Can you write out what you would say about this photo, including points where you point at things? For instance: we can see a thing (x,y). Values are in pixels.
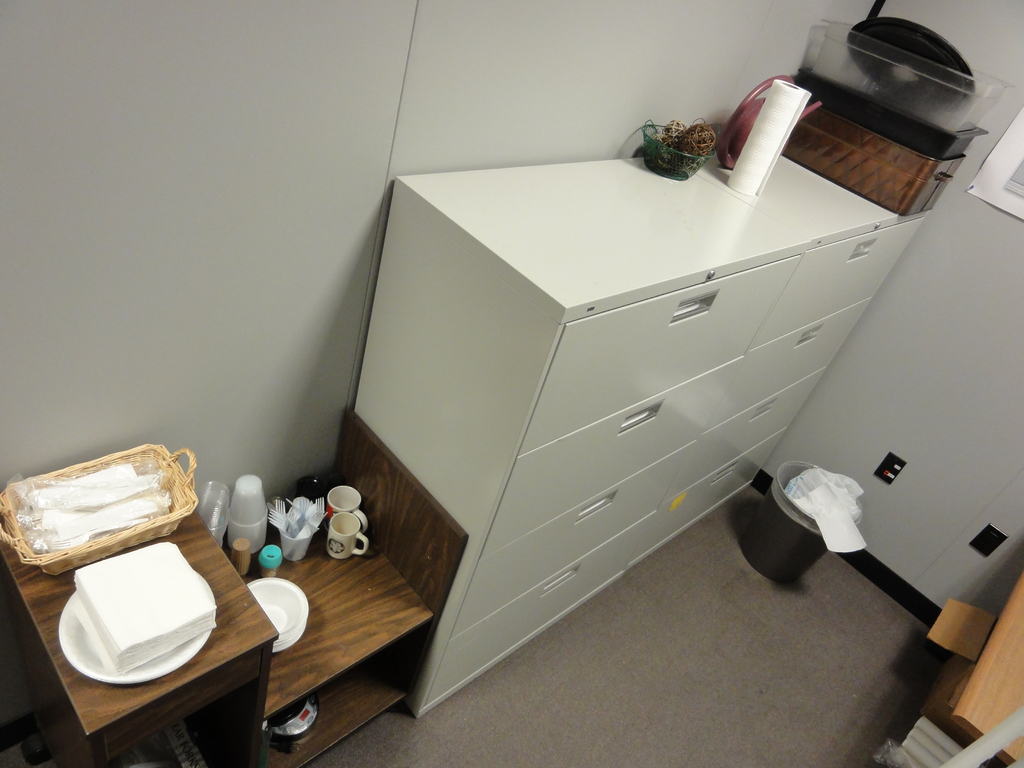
In the middle (453,327) there is a cabinet (668,404) on that there is a bowl (662,168). On the right (773,526) there is a dustbin (803,540). On the left (220,583) there is a table (228,608) on that, there is a basket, tissues (172,623), cup (345,534) and glass (224,525).
